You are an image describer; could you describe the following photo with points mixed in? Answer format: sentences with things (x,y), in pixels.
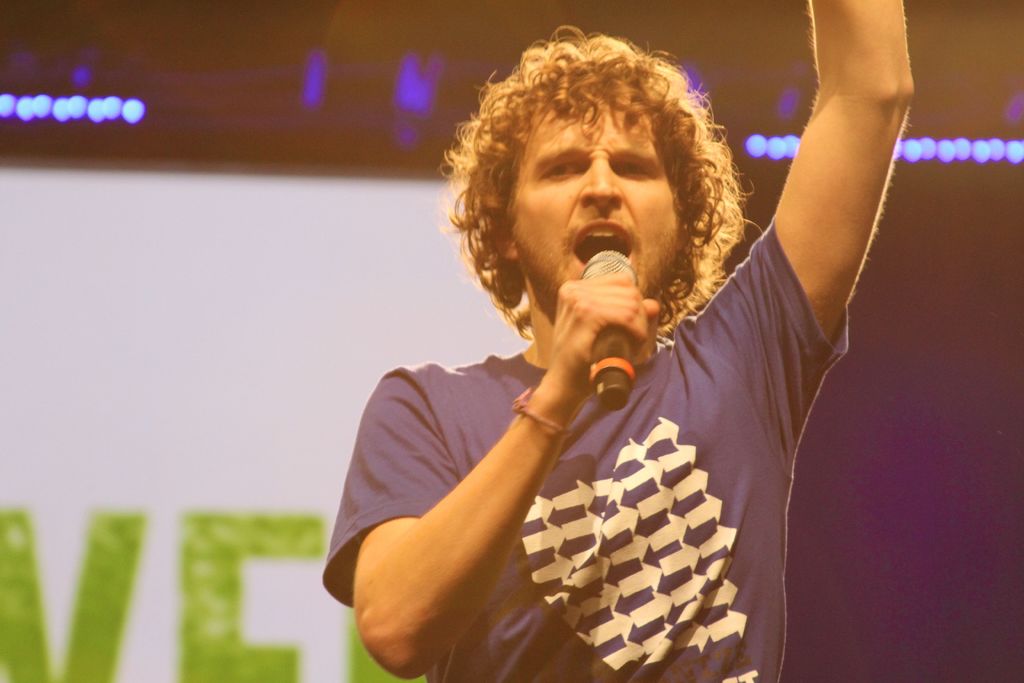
In this picture, In the right side (703,547) there is a man (648,418) standing and he is holding a microphone (616,385) he is singing in the microphone (602,256), In the background (194,573) there is a white color poster (219,359) and there are some light (27,106) which are in blue color on the top (59,121).
